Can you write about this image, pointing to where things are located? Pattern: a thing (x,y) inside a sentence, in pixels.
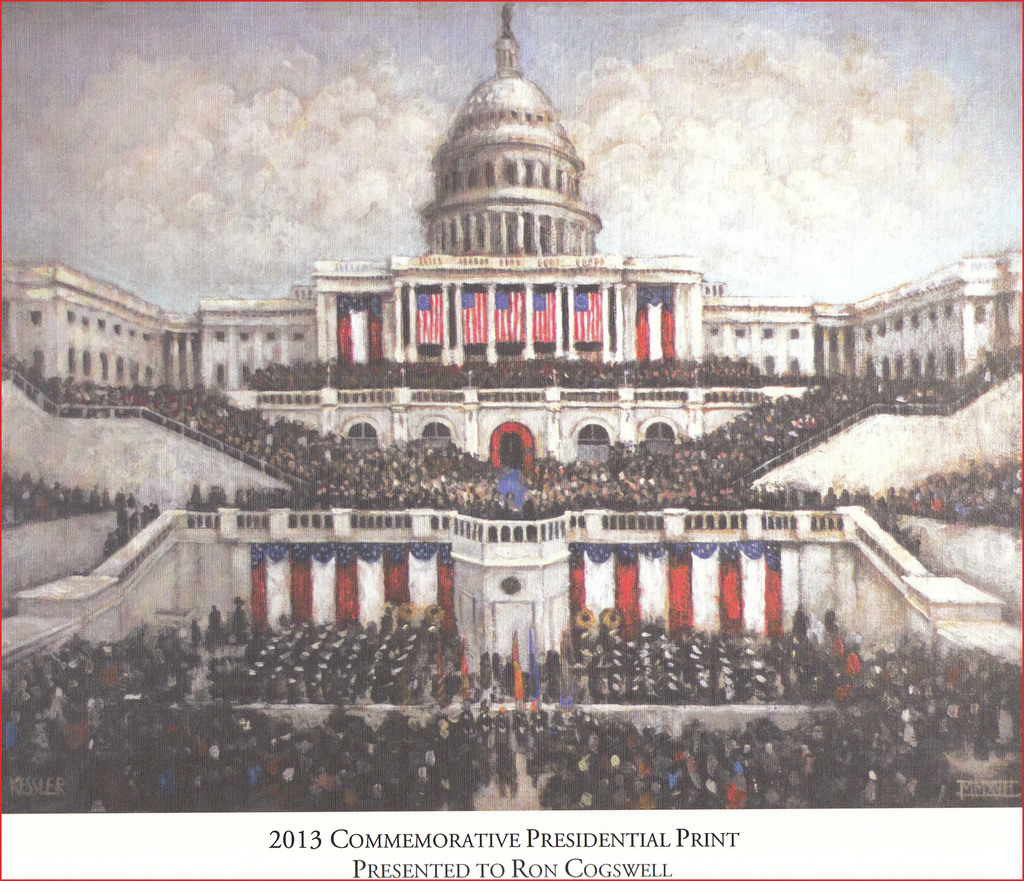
In this picture we can see a group of people (388,476), buildings (96,327), flags (518,325), railings (771,532) and some objects (714,559) and in the background (865,132) we can see the sky (148,130) with clouds (186,133) and at the bottom of this picture (702,841) we can see some text (633,872).
